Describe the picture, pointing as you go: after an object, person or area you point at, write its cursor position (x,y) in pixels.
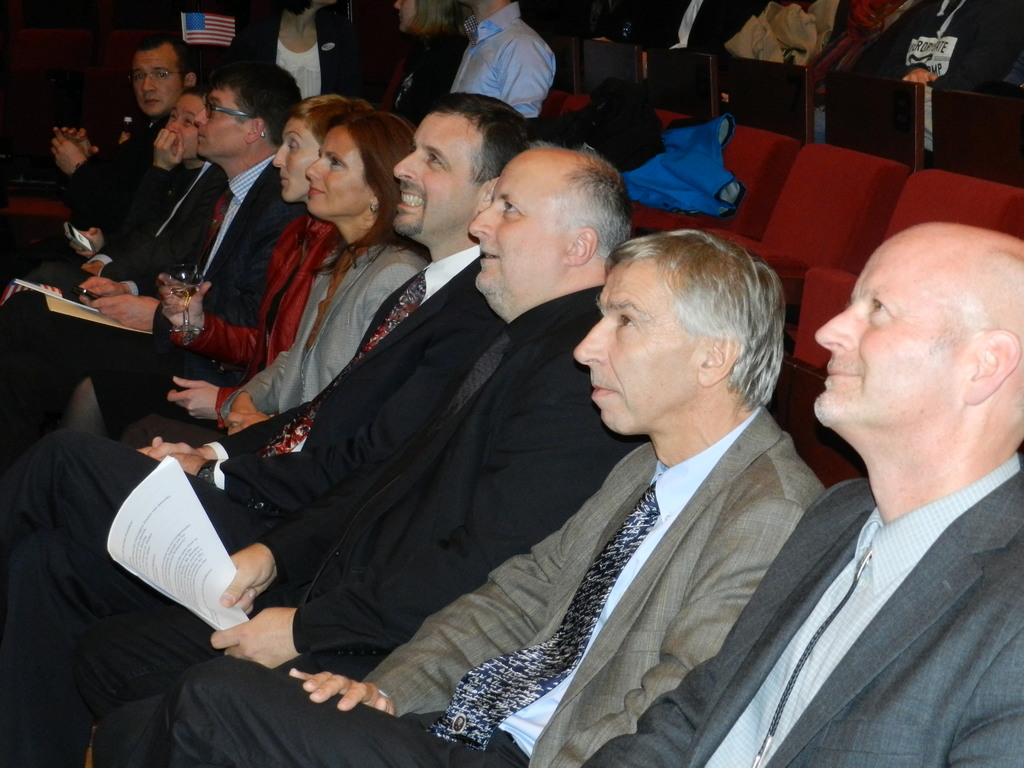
In this image, we can see people (249,378). Here few people (393,509) are sitting. In the background (911,208), we can see seats (39,77) and objects (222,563). Here people (231,492) are holding some objects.
